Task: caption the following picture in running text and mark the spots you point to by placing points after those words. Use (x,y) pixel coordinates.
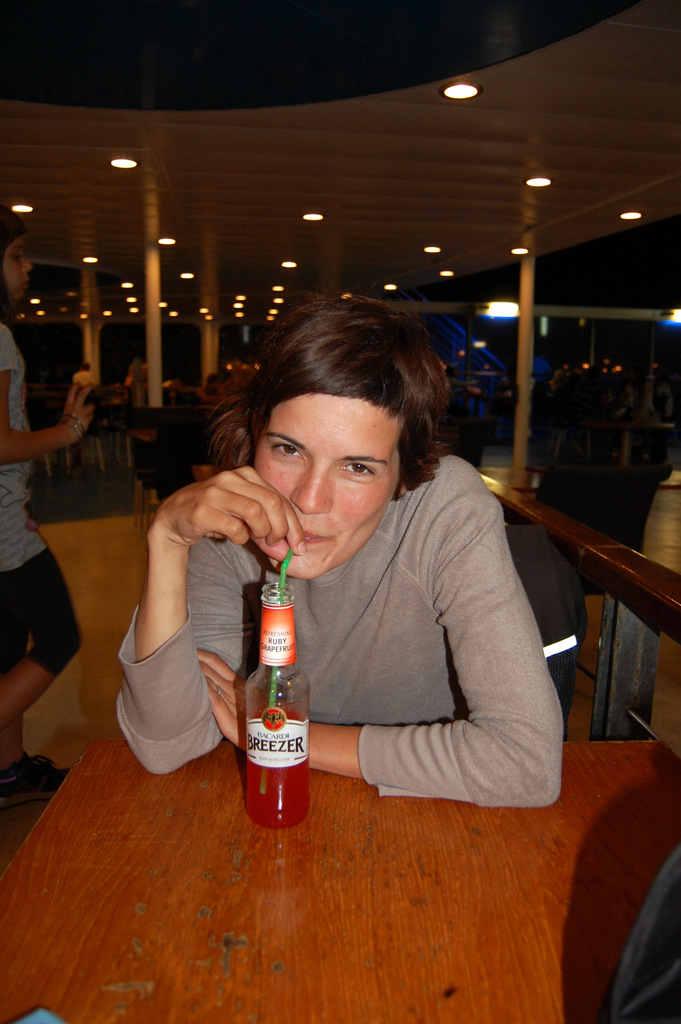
There is a woman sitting on a chair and she is drinking a drink (287,816) which is on this wooden table (163,934). Here we can see a person (47,787) who is on the left side (89,385). This is a roof (414,118) with lighting arrangement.
